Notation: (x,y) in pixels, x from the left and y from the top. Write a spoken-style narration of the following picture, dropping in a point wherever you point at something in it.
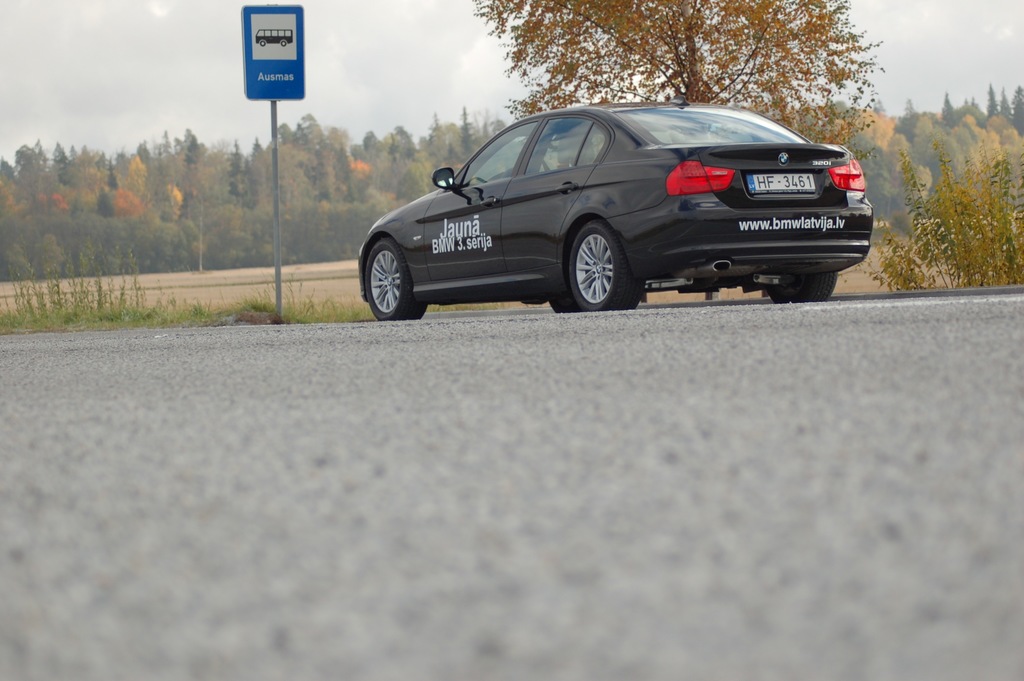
In this image we can see a car (543,142). In the back (276,64) there is a sign board (243,47) with a pole (274,110). In the background (293,116) there are trees (249,203) and sky (215,35). Also there are plants (190,304).
